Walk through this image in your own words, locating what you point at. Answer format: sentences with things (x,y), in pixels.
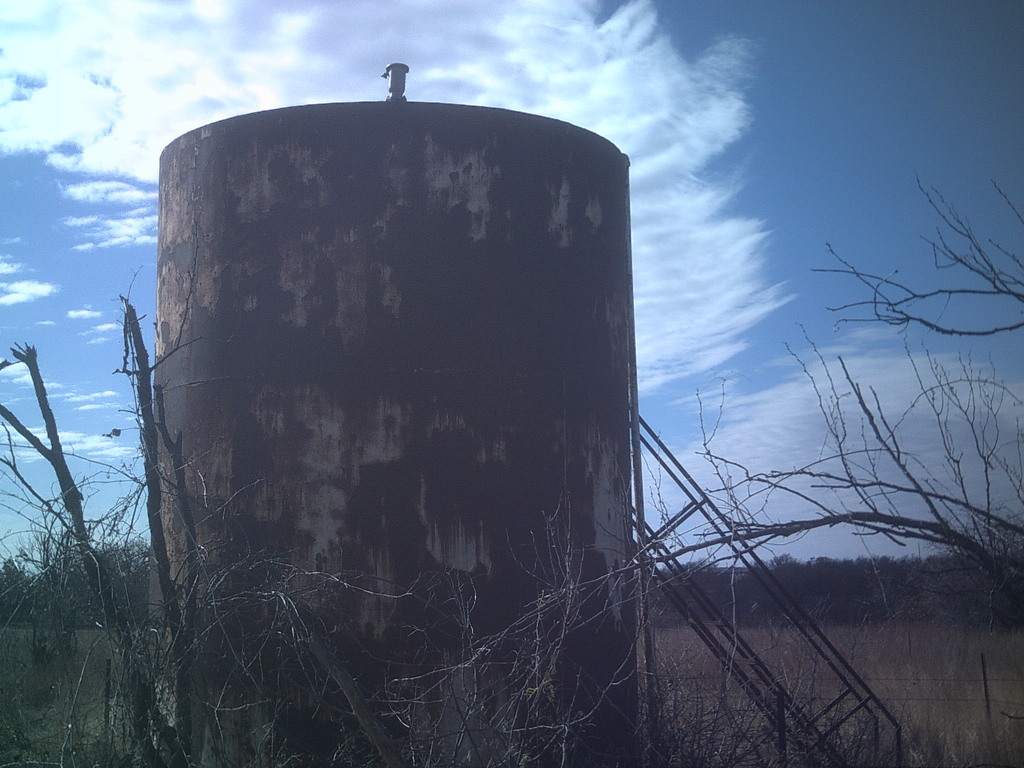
In this image we can see a large container (529,568) with stairs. We can also see some dried stems (969,541), grass (933,628) and a fence (984,692). On the backside (726,337) we can see some trees (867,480) and the sky (772,374) which looks cloudy.
